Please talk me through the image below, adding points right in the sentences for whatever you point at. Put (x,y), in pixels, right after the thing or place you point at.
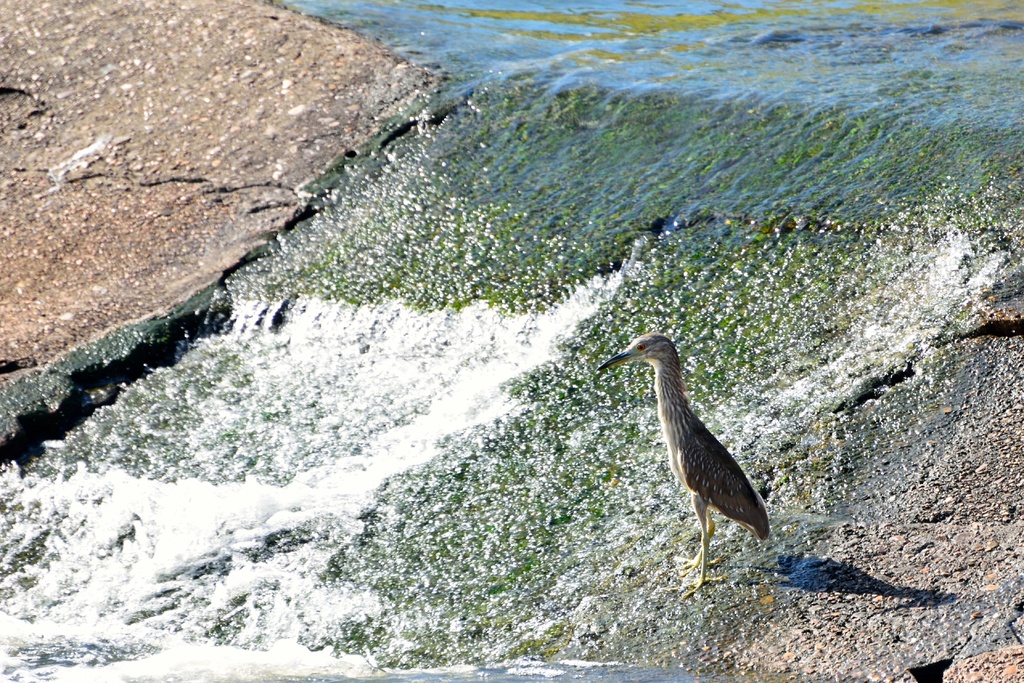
In this picture I can see a bird (661,429) on the right side (734,469). In the middle (588,239) the water (513,367) is flowing over the stone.
